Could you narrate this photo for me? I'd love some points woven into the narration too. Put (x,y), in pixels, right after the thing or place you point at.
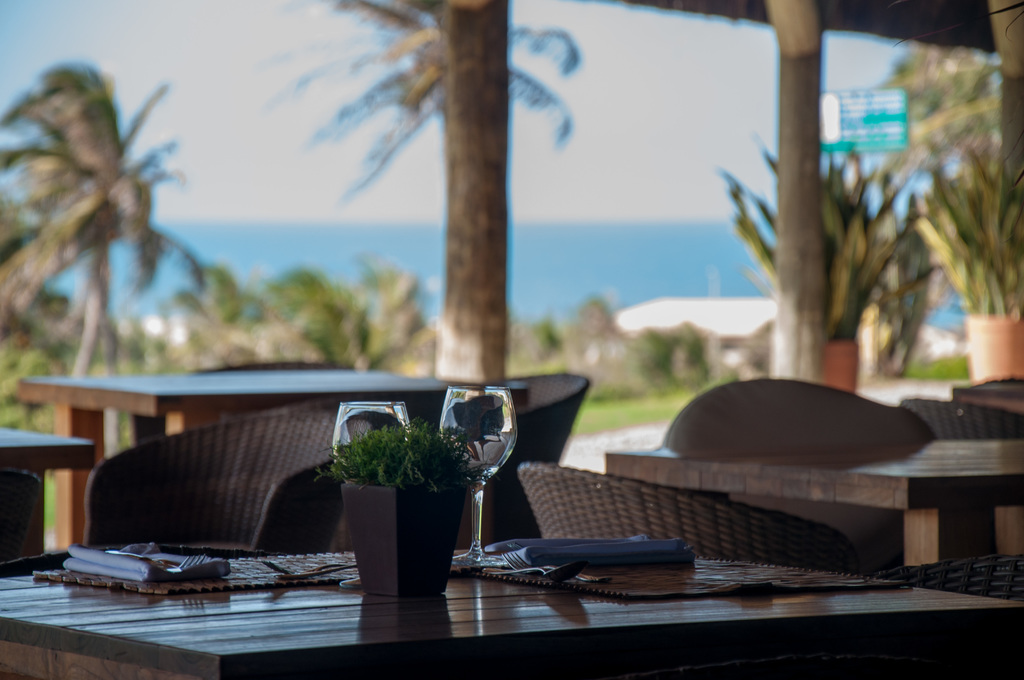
on a wooden table (535,617) 2 glasses (488,402), napkins (187,570), spoons (580,577) are kept. behind that there are trees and water (604,257).
